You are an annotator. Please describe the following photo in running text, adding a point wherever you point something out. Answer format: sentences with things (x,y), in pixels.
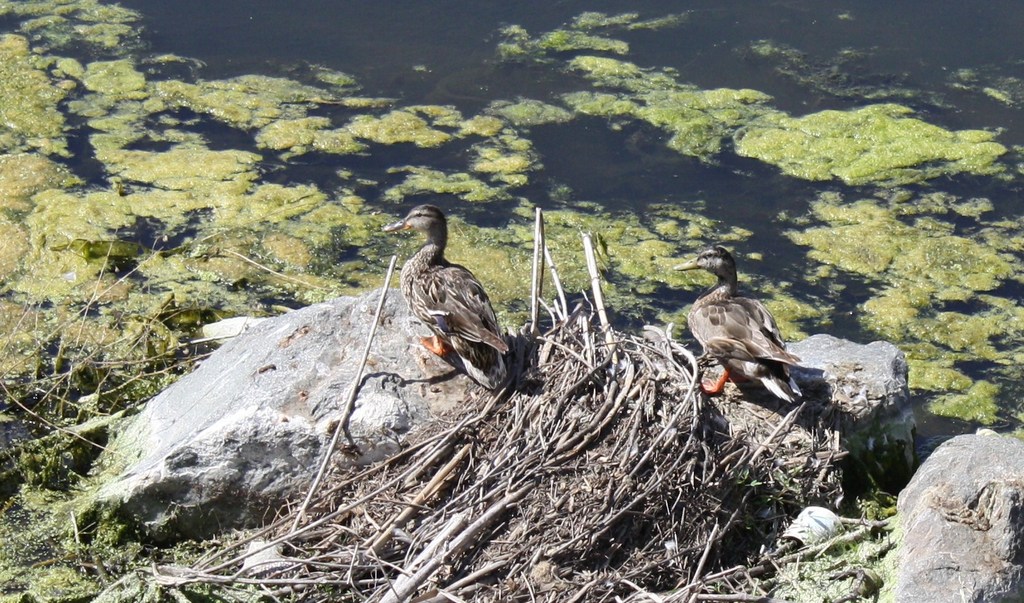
In this image I can see two birds (451,286), they are in brown and gray color and the birds (449,304) are standing on the rock (448,375). Background (290,51) I can see water (295,179).
